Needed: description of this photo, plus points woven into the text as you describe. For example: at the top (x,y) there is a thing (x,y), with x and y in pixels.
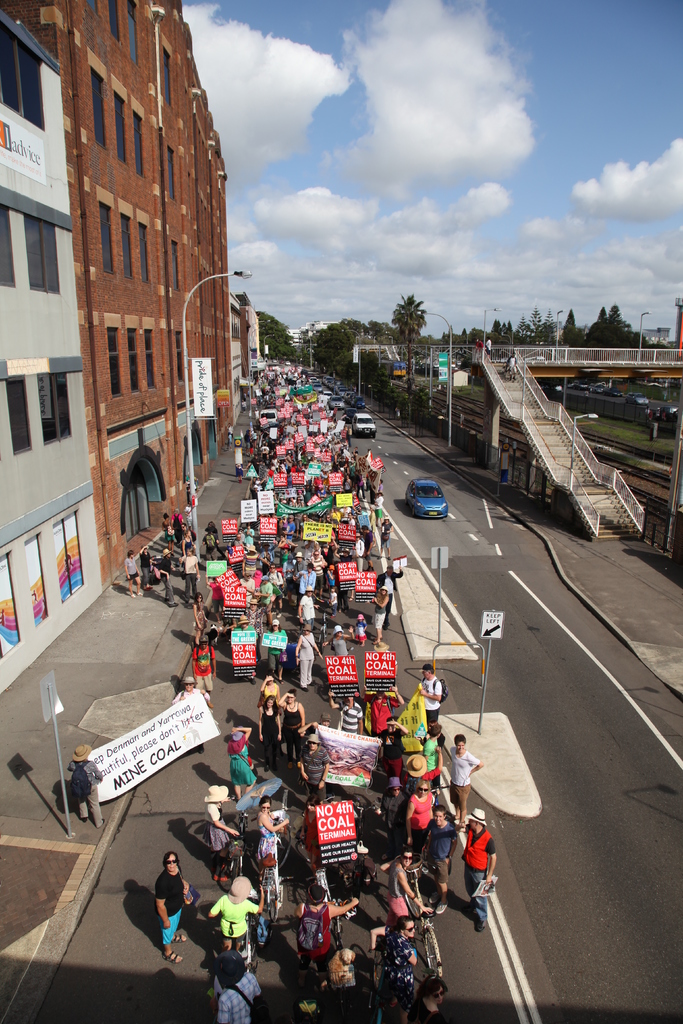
In this picture we can see vehicles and people (342,604) on the road (493,659). We have buildings (106,381) on the left side (96,388) and on the right side (600,347), we can see trees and grass (596,427). The sky (570,302) is blue.
